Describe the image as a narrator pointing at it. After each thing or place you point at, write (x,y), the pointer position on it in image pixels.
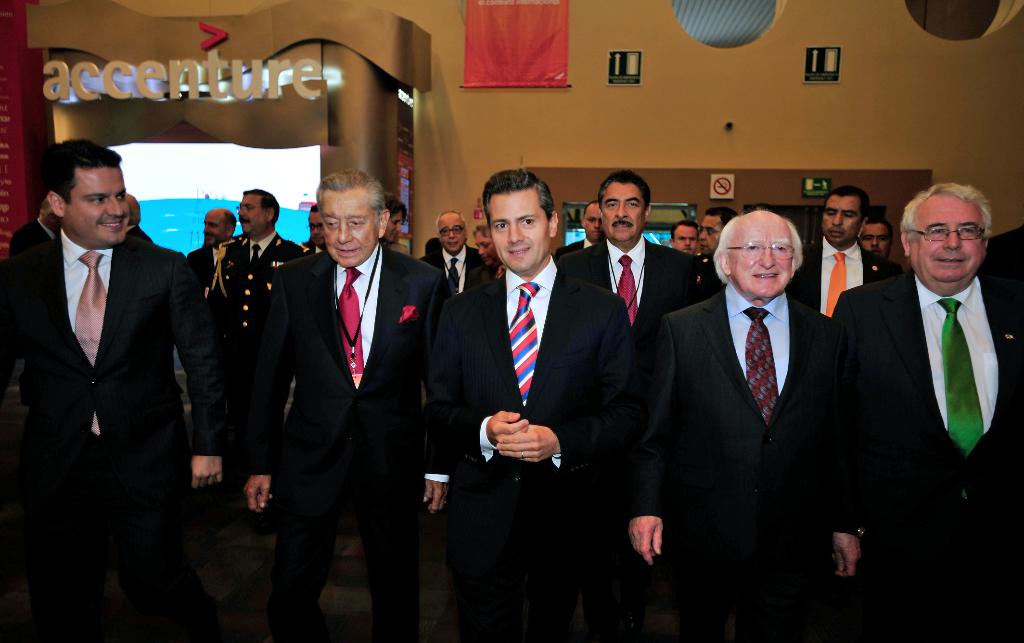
In the picture I can see a group of people (533,399) are standing on the floor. In the background (554,195) I can see a wall (643,136) which has some objects (612,82) attached to it.
